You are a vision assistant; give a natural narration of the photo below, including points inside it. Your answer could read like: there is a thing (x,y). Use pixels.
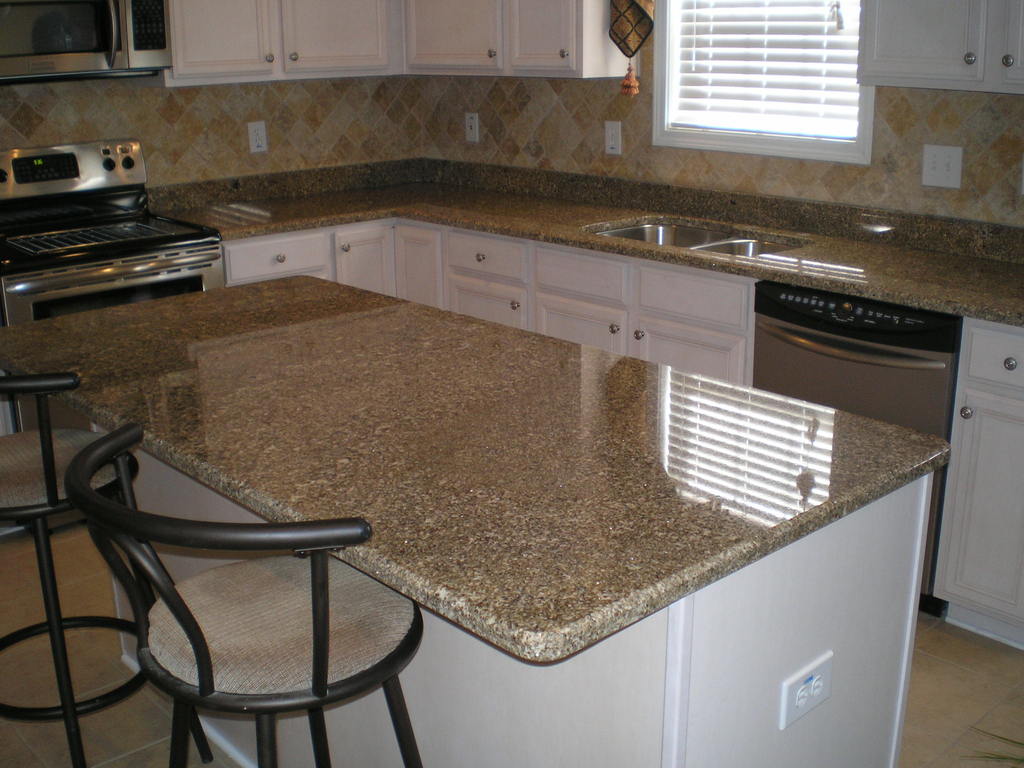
The image is clicked in the kitchen. In this image, there are two chairs (109,558), table (442,483) made up of rock (362,309), platform (757,269) along with sink (687,234), cupboards (364,247), and gas stove (74,221). At the top (280,69), there are cupboards (873,83), windows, and wall (944,119).
